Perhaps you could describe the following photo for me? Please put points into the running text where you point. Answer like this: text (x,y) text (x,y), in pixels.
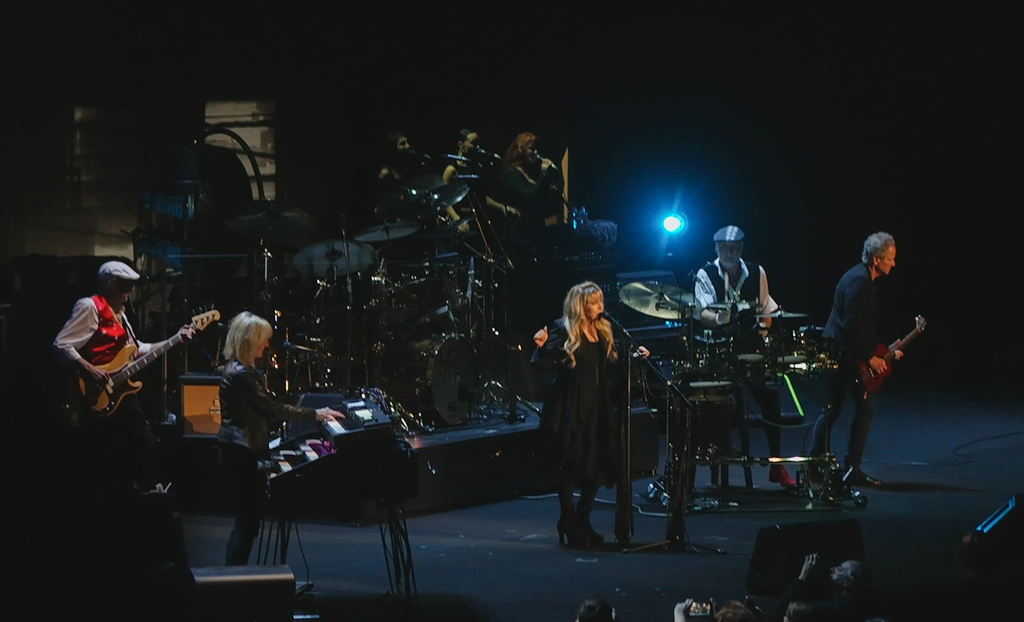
In this picture, there are group of people (607,353) standing on a stage (607,555). The people (854,316) were performing the music. The women (579,394) in black dress (576,397) singing a song and the other persons (100,349) are holding the music instruments (115,357) and playing the music. Background of them there is group of music instruments (404,257) and the three people (458,164) also playing the music. The background of this people (592,338) is a black color.
